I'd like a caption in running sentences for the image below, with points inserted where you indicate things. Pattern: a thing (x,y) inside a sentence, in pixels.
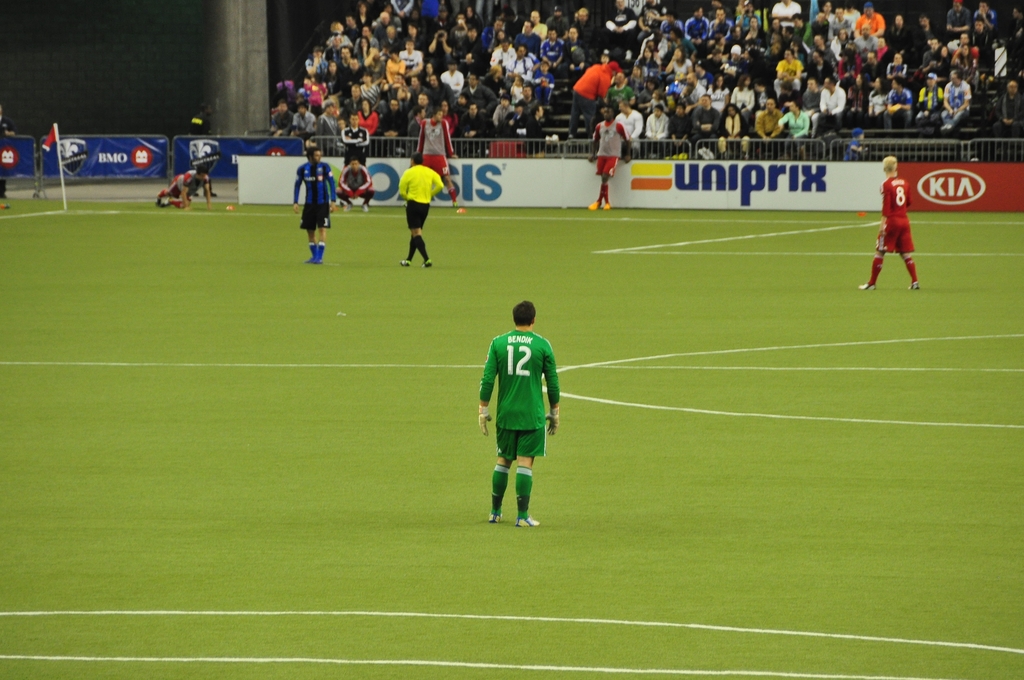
In the foreground of this picture (498,430), there is a man (517,476) standing on the grass (662,458). In the background (742,182), there are few persons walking on the grass (232,238), banner (737,160), railing (734,153) and the crowd (806,56) sitting.
